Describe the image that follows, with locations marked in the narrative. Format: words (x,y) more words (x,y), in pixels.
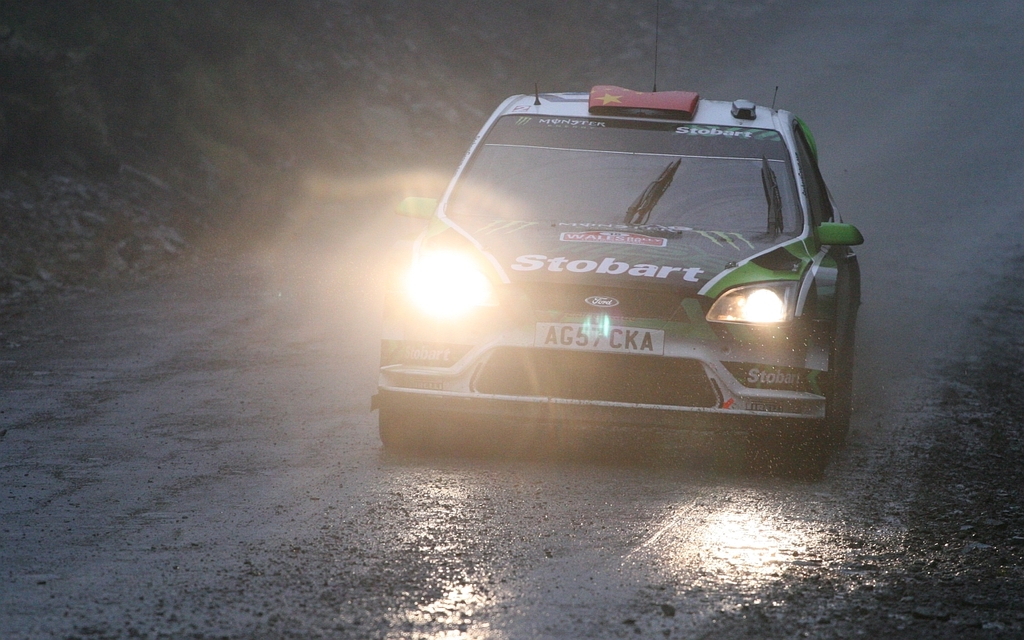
In the center of the image (623,247) there is a car (516,372) on the road (454,576).
